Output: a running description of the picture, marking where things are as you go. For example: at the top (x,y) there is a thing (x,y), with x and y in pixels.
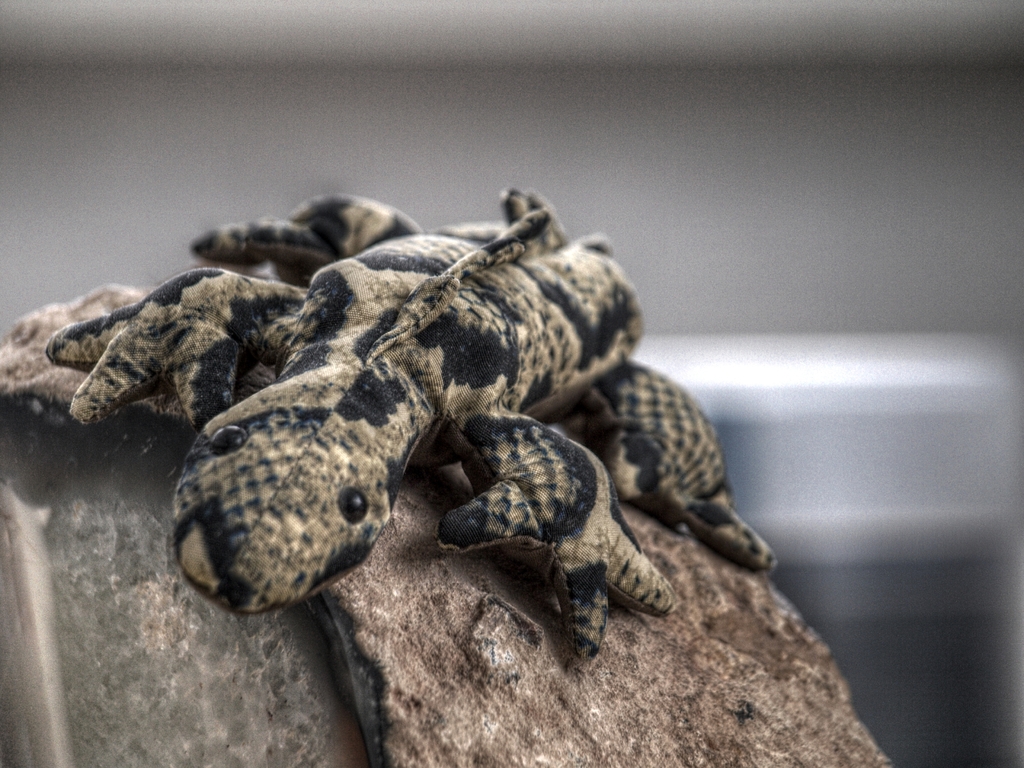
As we can see in the image there is lizard (271,437) on rock (415,634) and the background (552,71) is blurred.
